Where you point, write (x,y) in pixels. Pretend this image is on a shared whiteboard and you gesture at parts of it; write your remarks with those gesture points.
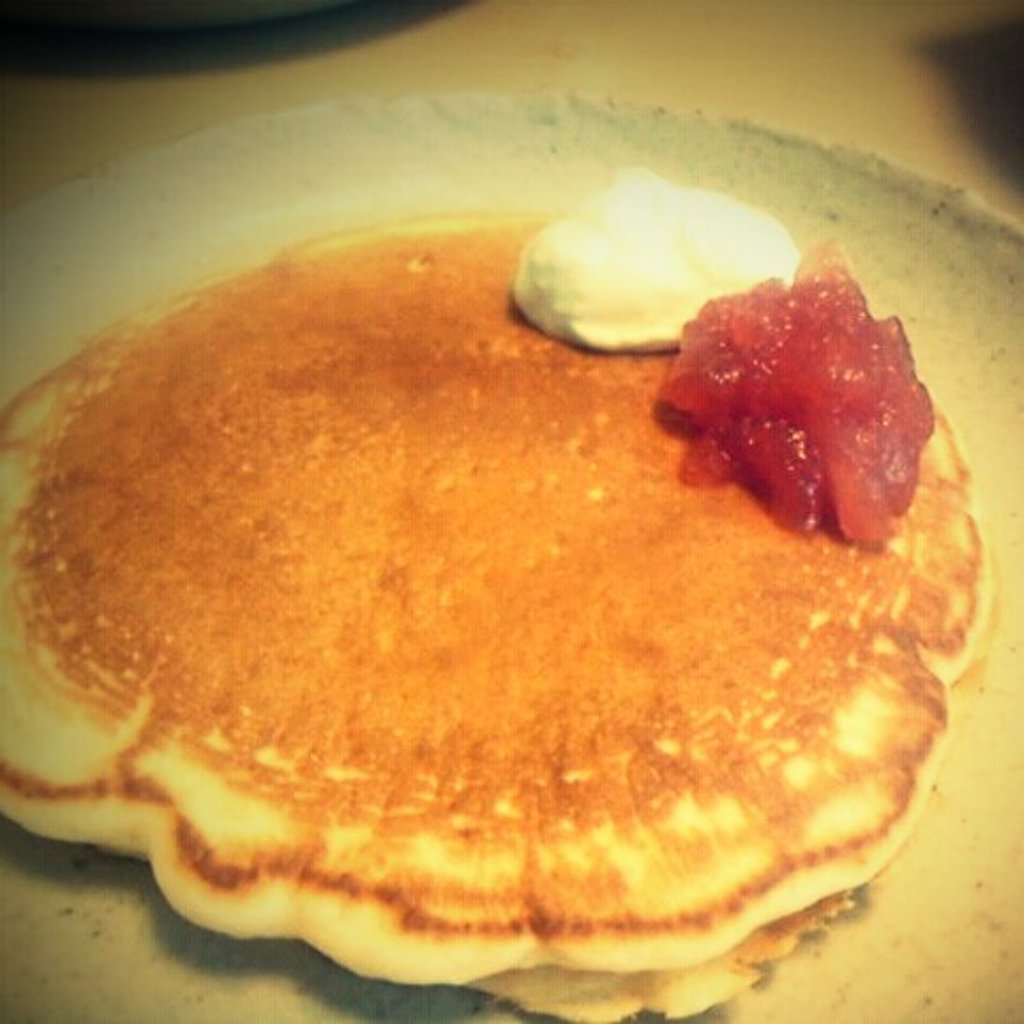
In the picture we can see a plate (418,125) with a food item (851,549).
